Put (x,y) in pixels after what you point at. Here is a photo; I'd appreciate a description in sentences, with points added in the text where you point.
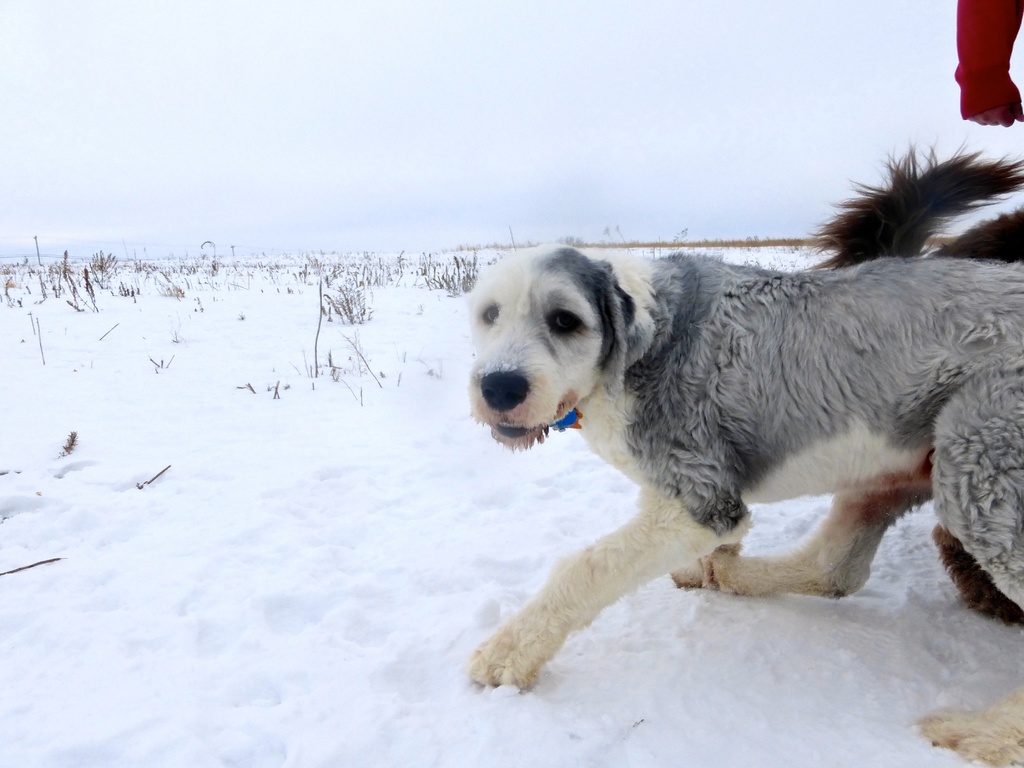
In this picture I can see dogs (788,492) are standing on the snow (761,511). In the background (599,150) I can see grass (399,279) and sky (430,117).
